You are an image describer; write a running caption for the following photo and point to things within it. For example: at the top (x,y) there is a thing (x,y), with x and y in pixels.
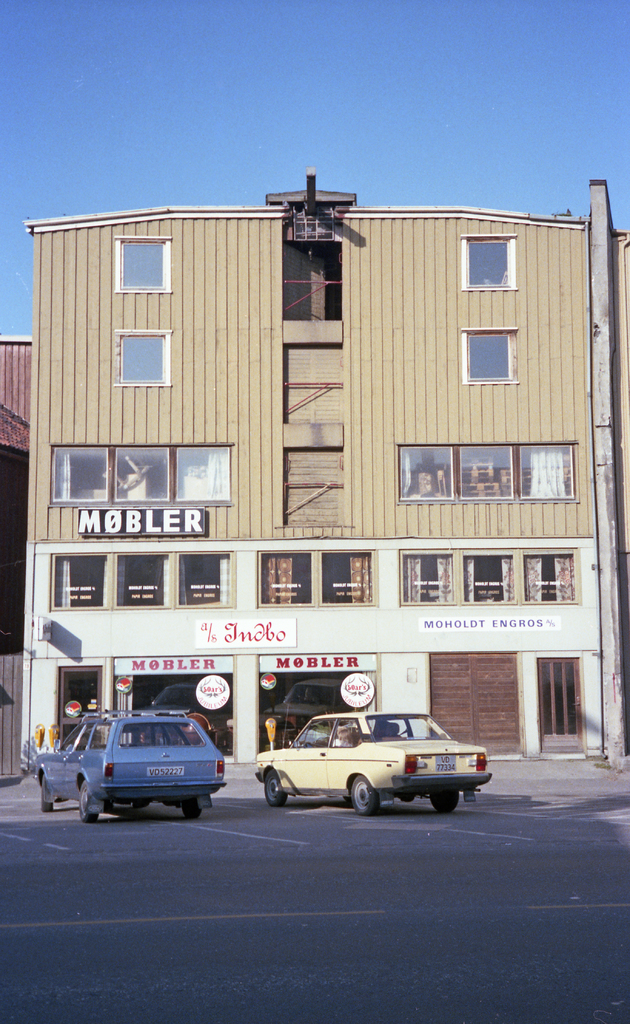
In this image there are cars (207,779) on the road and in the background (65,494) there are buildings (9,363) and there is some text (228,627) written on the building (305,578).
